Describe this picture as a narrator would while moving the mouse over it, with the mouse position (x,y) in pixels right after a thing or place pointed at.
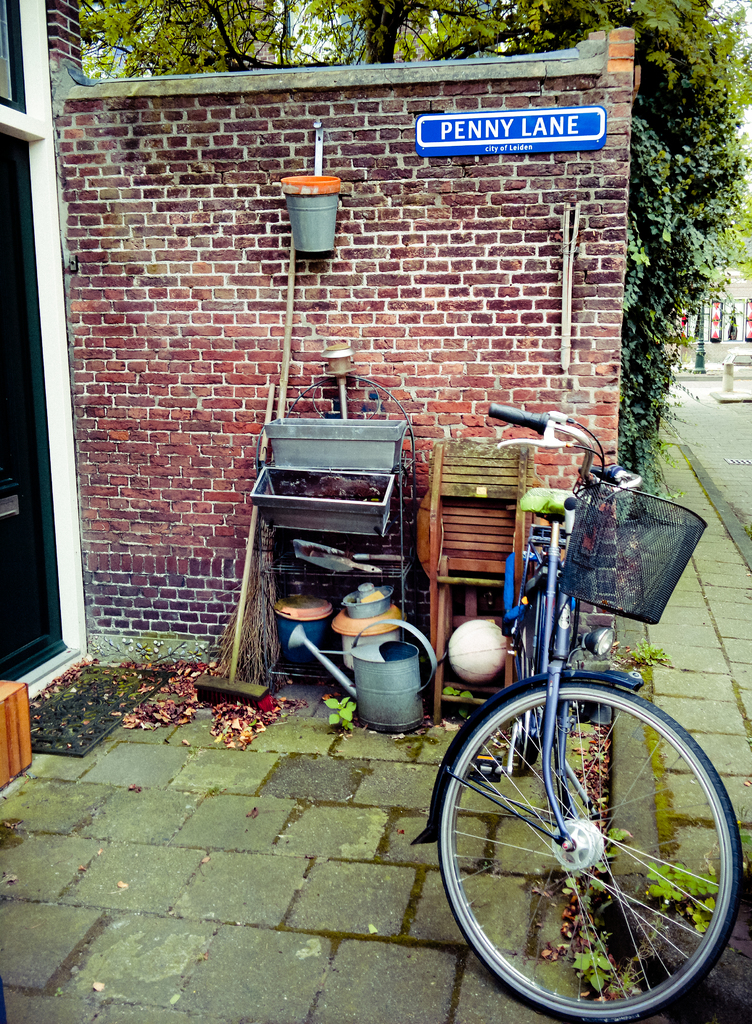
In the middle of the image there is a bicycle (611,635). Behind the bicycle (531,440) there are some sticks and stools (480,478) and baskets (372,591). Behind them there is a wall (452,180). At the top of the image (659,104) there are some trees (650,14).
